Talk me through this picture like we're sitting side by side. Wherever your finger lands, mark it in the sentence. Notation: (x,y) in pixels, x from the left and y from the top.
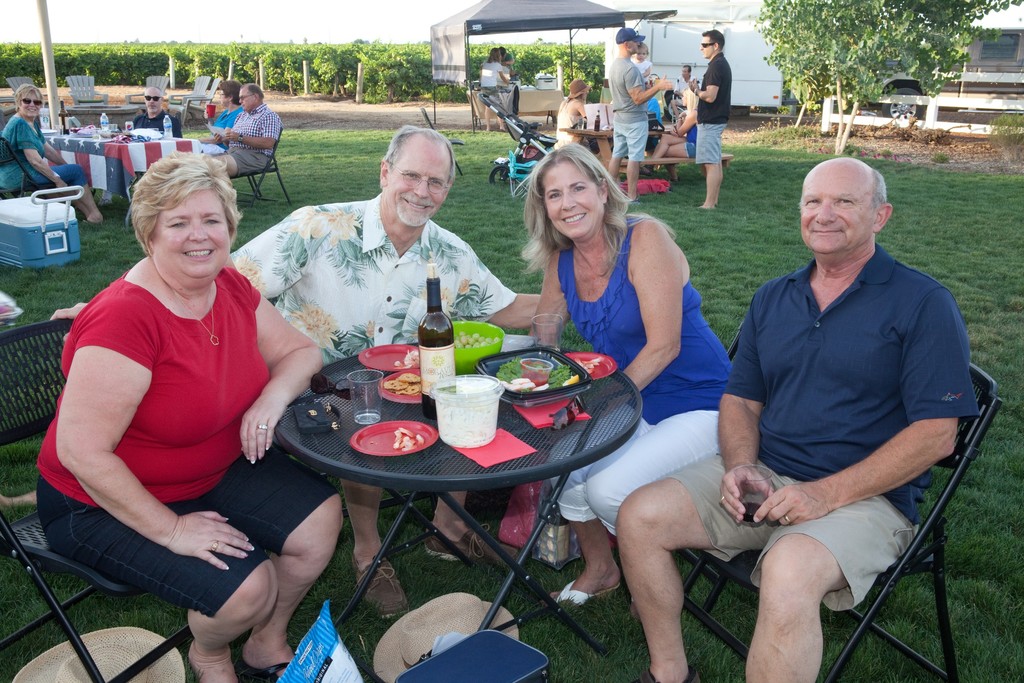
In this image there is the sky (336,15), there are plants (353,67), there are plants (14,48) truncated towards the right of the image (1009,145), there is a tent (600,19), there is grass (490,226), there are chairs (156,83), there are tables (417,403), there are objects (456,382) on the table (408,415), there are persons (409,344) sitting, there are persons (628,104) standing, there is an object (33,231) truncated towards the left of the image (33,212), there is a chair (71,628) truncated towards the left of the image (39,546), there are objects (381,650) on the grass (373,636), there are object (410,647) truncated towards the bottom of the image (314,660), there is a person (827,351) holding a glass (757,513), there is a drink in the glass (761,490), there is an object (949,98) truncated towards the right of the image (945,82), there is a plant (1003,127) truncated towards the right of the image (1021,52), there is a vehicle (733,58), there is a pole (42,18) truncated.
